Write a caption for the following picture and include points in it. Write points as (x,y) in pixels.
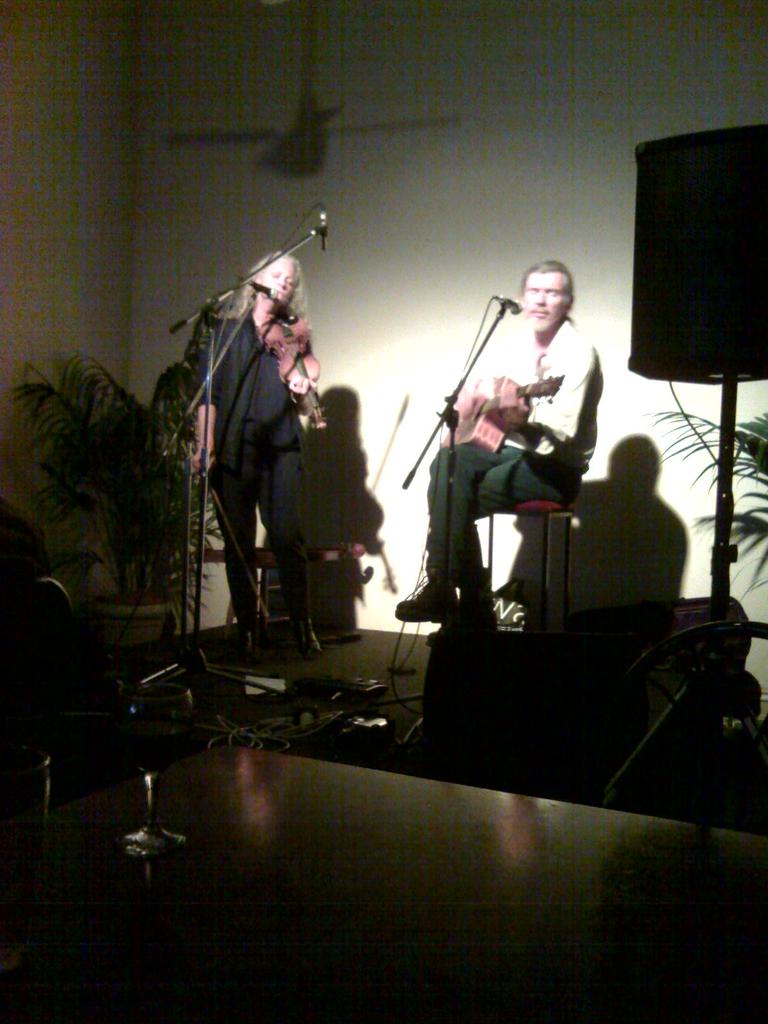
In this picture we can see a man (459,473) holding a guitar (497,402) and sitting on the chair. We can see a woman (222,434) holding a violin (303,343) in one hand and a stick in another hand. She is standing. There are a few microphones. We can see glasses (144,824) on the table (321,794). There are wires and flower pots (132,543) on the right (697,483) and left side of the image (174,533). We can see a few shadows (210,137) on the wall (358,192) in the background (352,152).
